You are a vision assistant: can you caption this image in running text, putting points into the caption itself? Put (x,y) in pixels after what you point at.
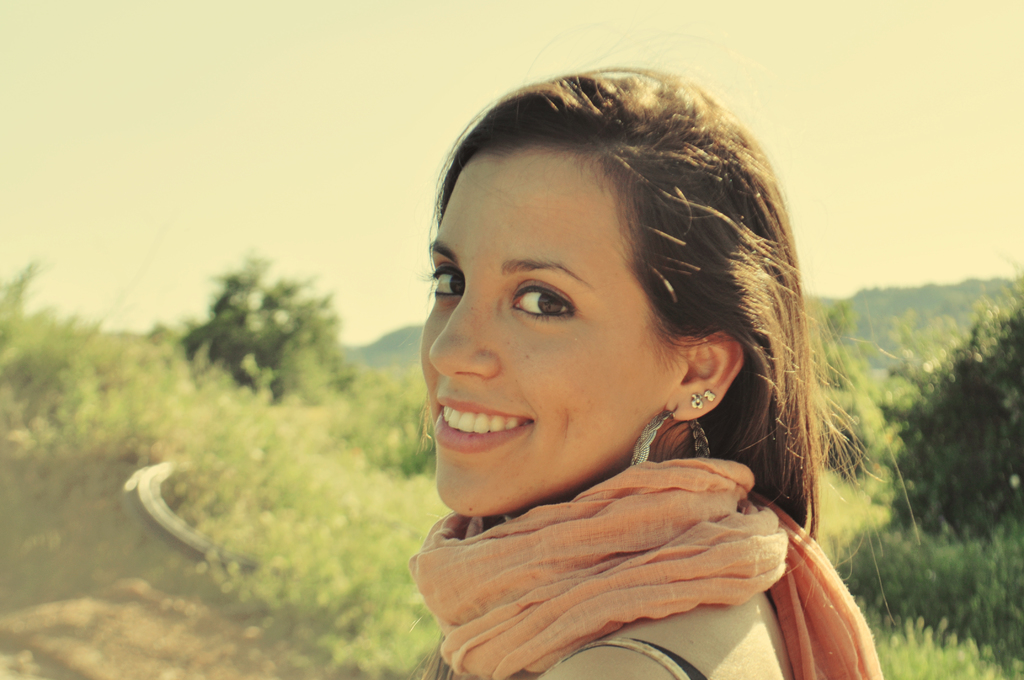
In the middle of the image (655,279) a woman (569,122) is standing and smiling. Behind her there are some trees (171,331). At the top of the image (907,125) there is sky (79,22).
